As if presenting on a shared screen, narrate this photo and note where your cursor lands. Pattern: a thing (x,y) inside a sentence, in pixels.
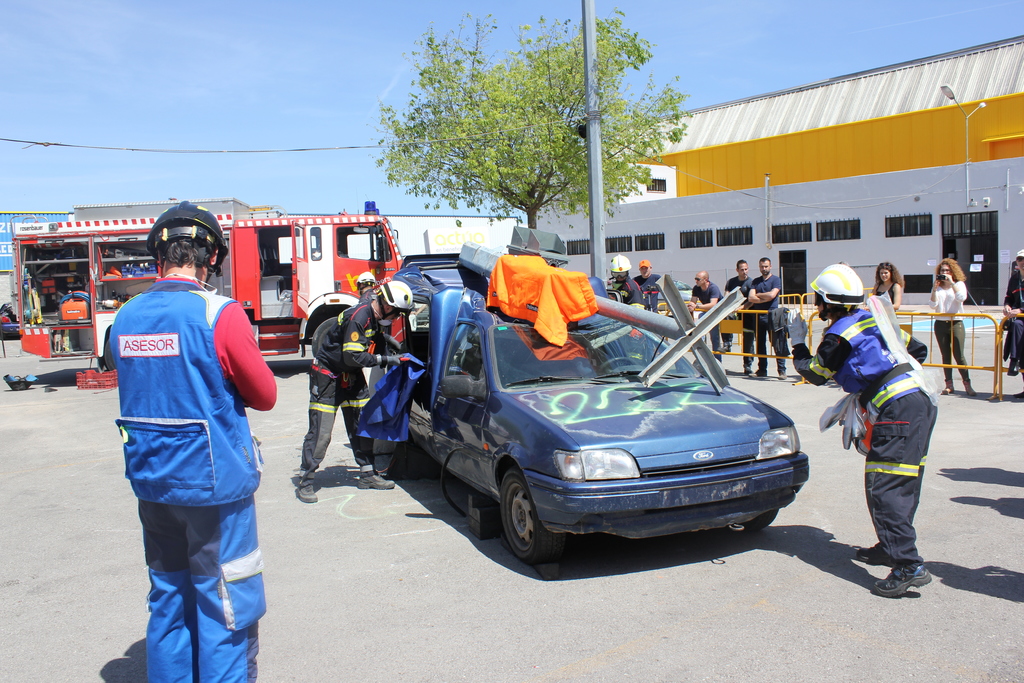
In this picture there are people (173,462) and we can see vehicles (425,339) on the road (581,551), poles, lights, tree (556,136), barricades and wire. We can see metal objects (479,268) and cloth (513,261) on top of a car (461,271). In the background of the image (580,239) we can see sheds (957,213), building (822,241) and sky (858,17).
